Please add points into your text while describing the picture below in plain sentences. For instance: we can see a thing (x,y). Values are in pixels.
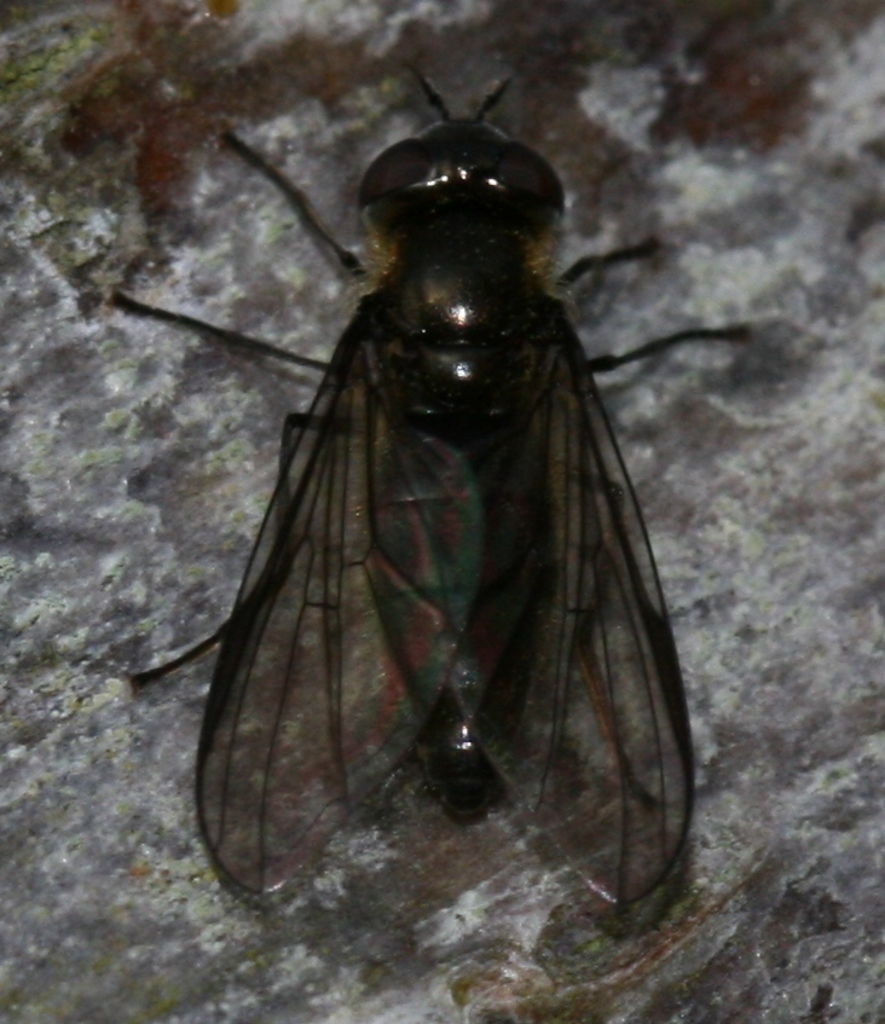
In this picture there is a black color flying fly (442,361) sitting on the stone (827,635).
